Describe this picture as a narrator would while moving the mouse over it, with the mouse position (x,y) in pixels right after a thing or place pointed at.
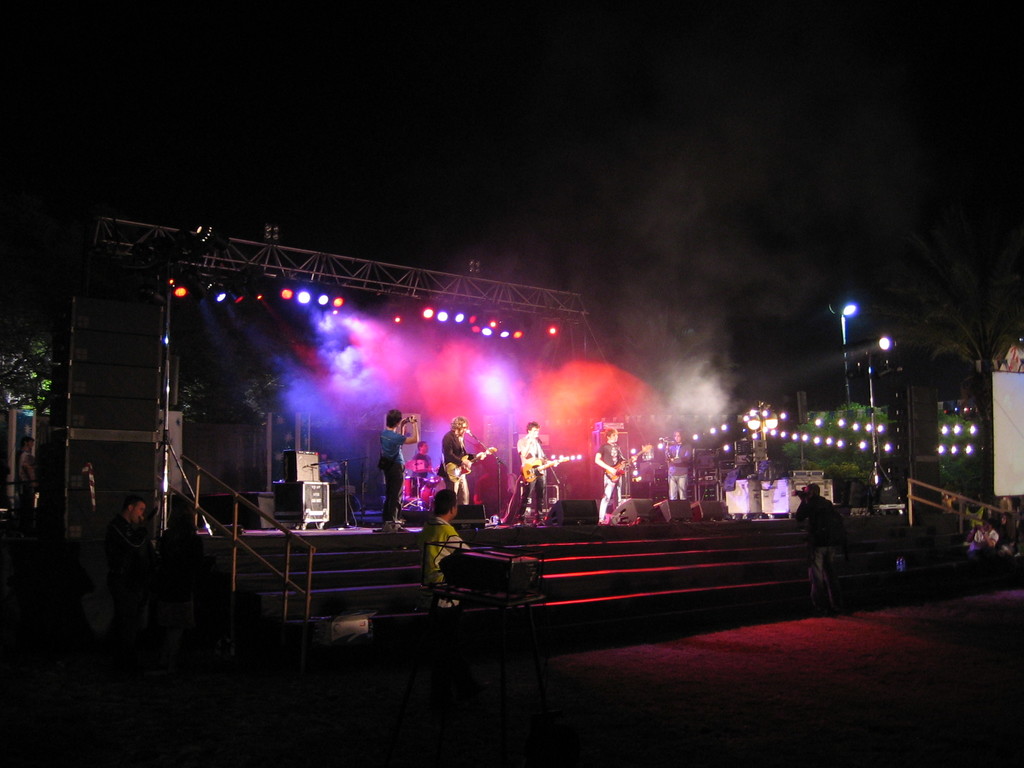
In this image I can see few people (398,526) standing and playing the musical instruments (420,501). In-front of few people (540,490) I can see the mic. In-front of the stage (690,584) I can see few more people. In the background (19,378) I can see lights (725,426), many trees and also there is a black background (110,140).
